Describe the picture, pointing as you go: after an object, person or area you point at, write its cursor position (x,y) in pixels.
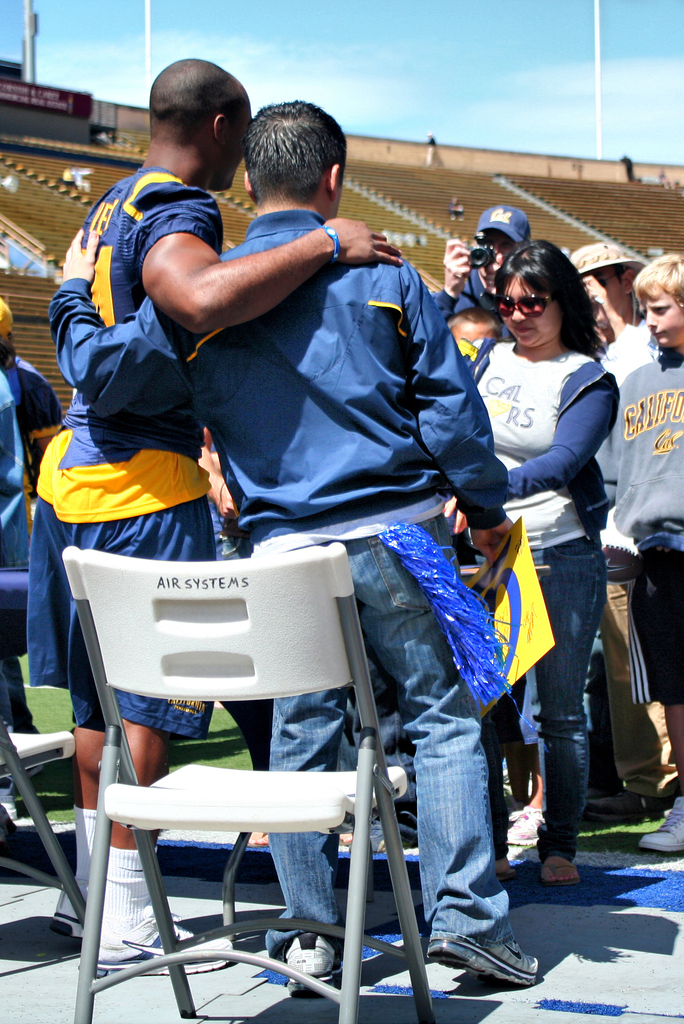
there are people (356,361) standing in a stadium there is a clear Sky (451,53).
